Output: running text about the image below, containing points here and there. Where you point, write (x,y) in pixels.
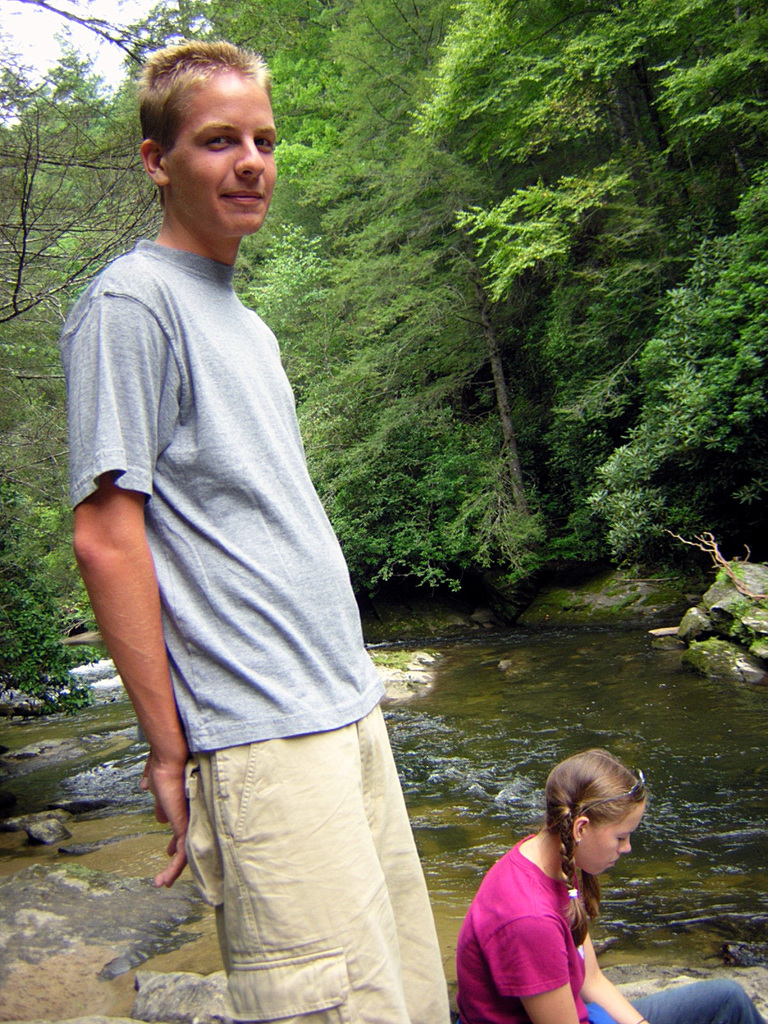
In this picture we can see a man (121,441) standing, smiling and beside him we can see a girl (572,816), stones (130,934), water (526,698) and in the background (30,306) we can see trees (465,147).
